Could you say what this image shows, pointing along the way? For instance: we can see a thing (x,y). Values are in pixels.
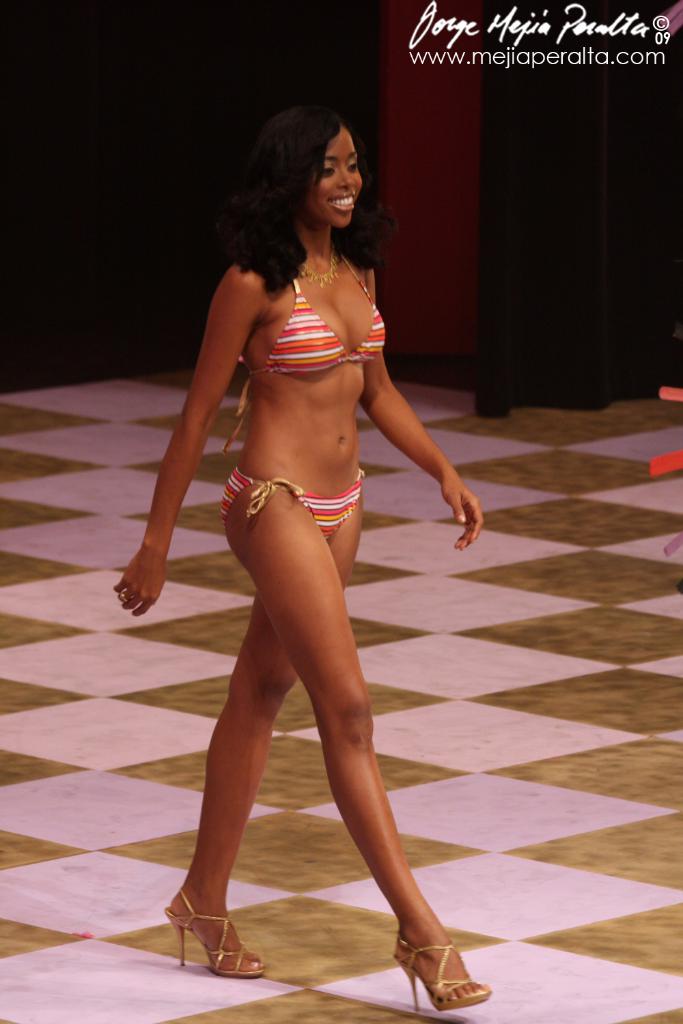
In this image, we can see a person (224,805). We can see the ground (395,686) and an object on the right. We can see the wall (284,23) with some curtains (535,216).
